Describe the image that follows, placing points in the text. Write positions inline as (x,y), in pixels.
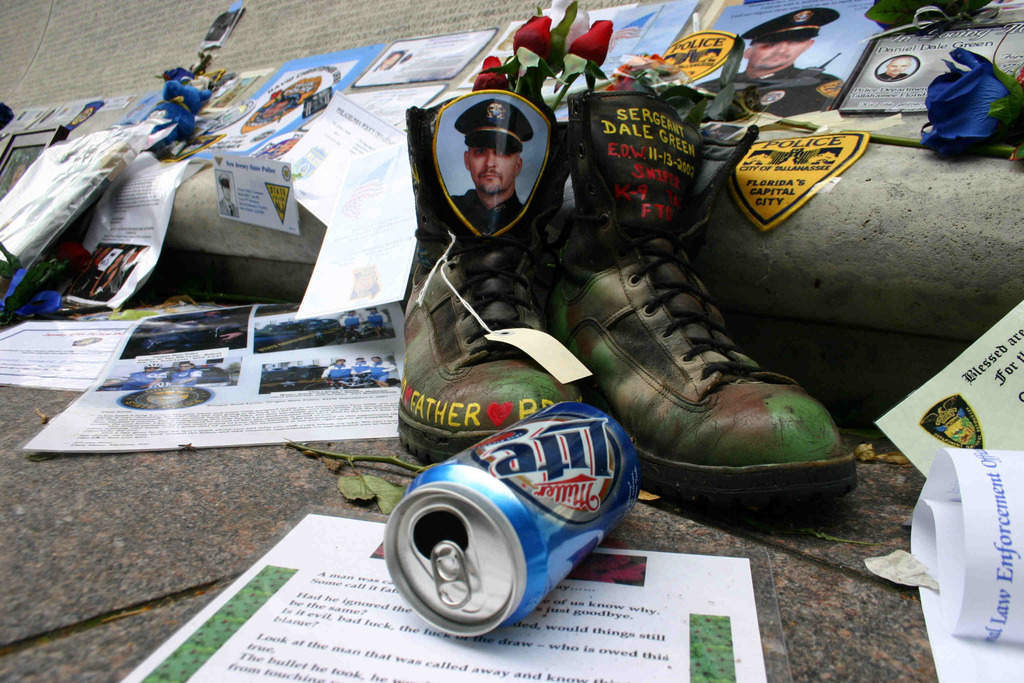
In this picture we can see a pair of shoes (629,368) with red roses (553,75) and a photograph (539,143) of the police officer (494,205). In the front (462,458) there a beer can (445,492) and some magazine papers (244,371) spread around.
